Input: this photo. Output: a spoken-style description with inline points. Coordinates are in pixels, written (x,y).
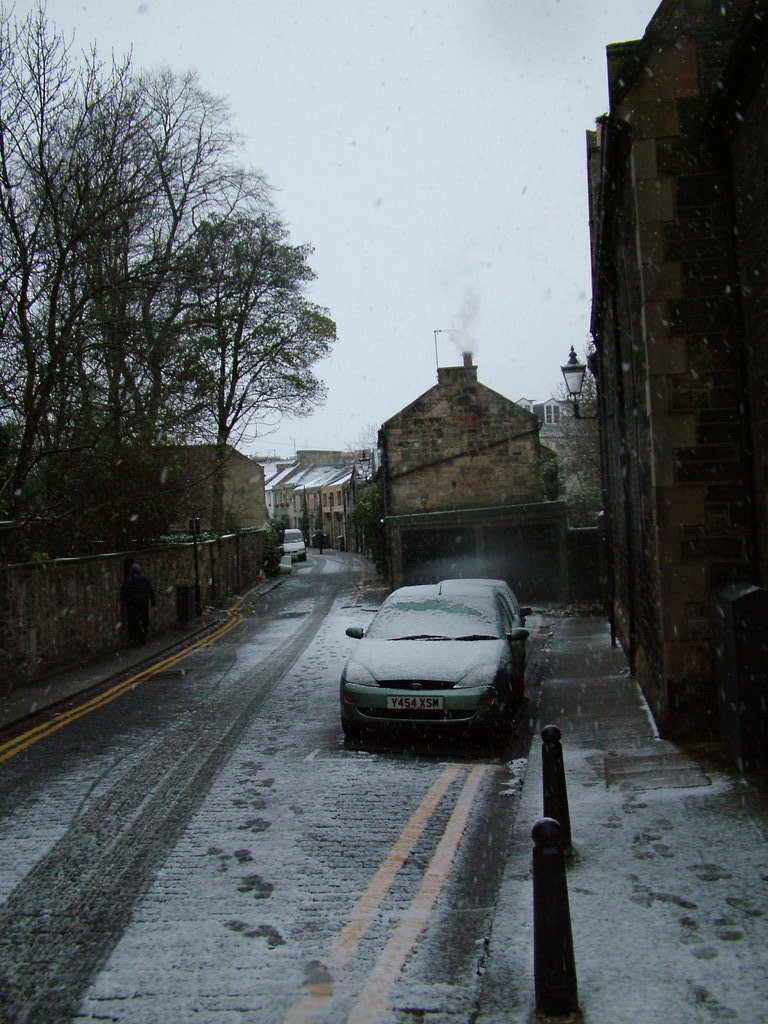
In this image I see the road (306,642) on which there is snow (330,678) and I see few cars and I see number of buildings (639,336) and trees (241,377) and I see the sky (340,45) in the background (332,58) and I see the poles (561,799) over here.
